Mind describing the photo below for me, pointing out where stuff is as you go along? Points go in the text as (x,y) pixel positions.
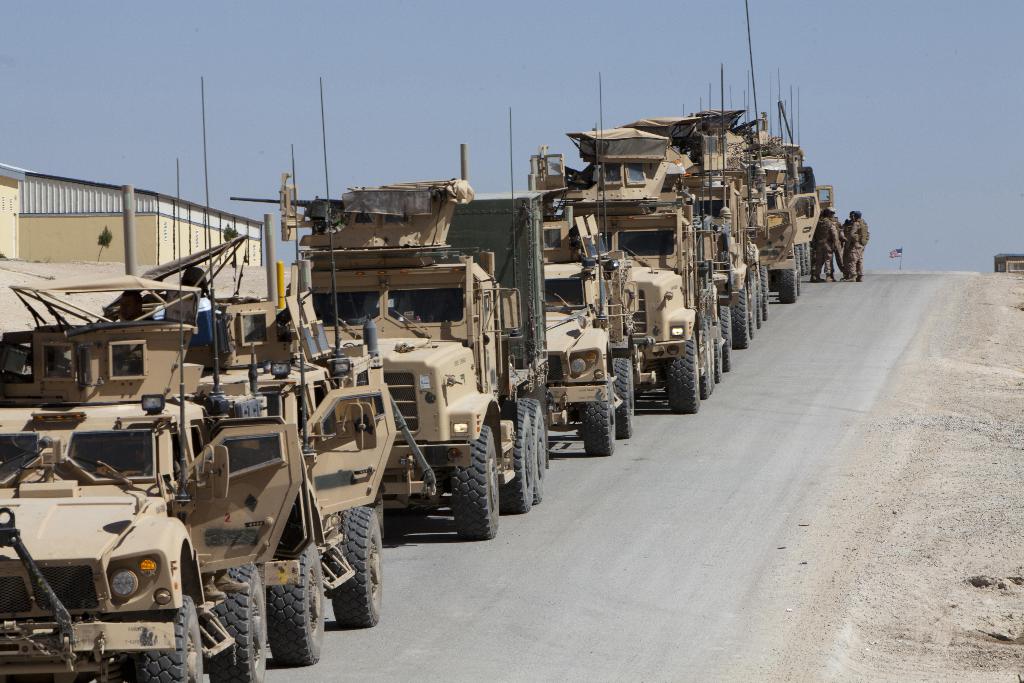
In the picture we can see some army vehicles (287,598) on the road (819,294) and near the last vehicle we can see some army people (818,279) are standing and beside the road (804,295) we can see a part of the house (18,250) and on the other side we can see a sand (959,456), in the background (879,262) we can see the sky (414,150).
